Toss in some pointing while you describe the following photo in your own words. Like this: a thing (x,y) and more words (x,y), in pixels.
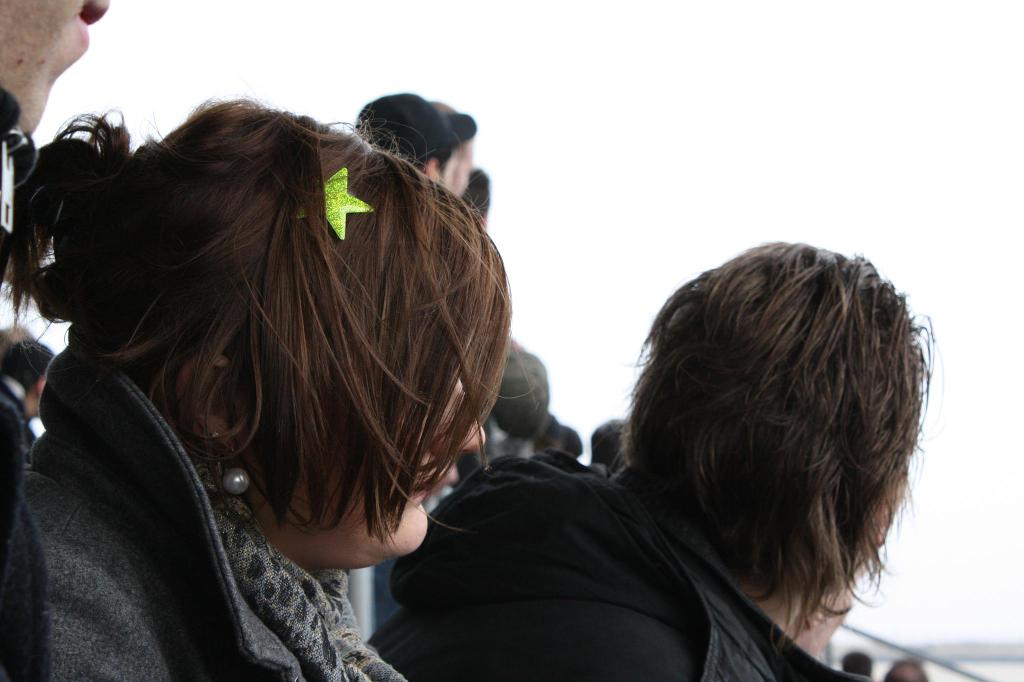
In this image there are a few people (36,399) sitting and standing, in the background (779,218) there is the sky (900,566).
